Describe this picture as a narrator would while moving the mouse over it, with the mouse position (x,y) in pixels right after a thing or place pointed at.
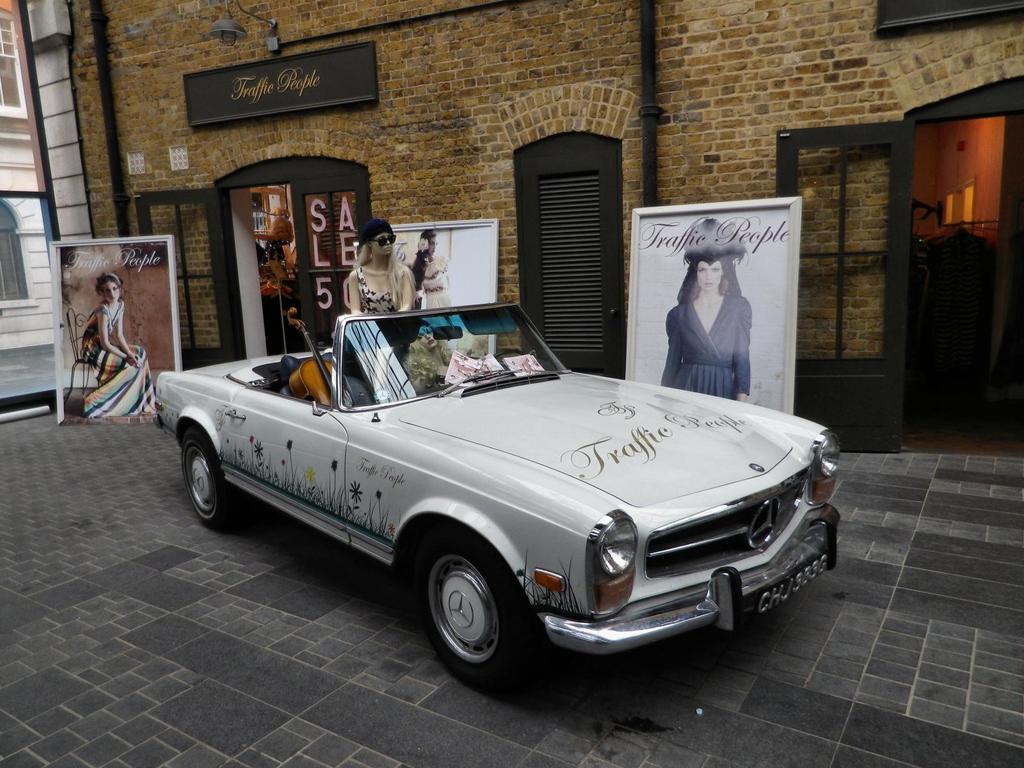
As we can see in the image there is a building (645,155), door (901,177), banner (474,264), a woman (387,254) standing over here and there is a car (423,525). In car (410,515) there is a string instrument (300,387).
